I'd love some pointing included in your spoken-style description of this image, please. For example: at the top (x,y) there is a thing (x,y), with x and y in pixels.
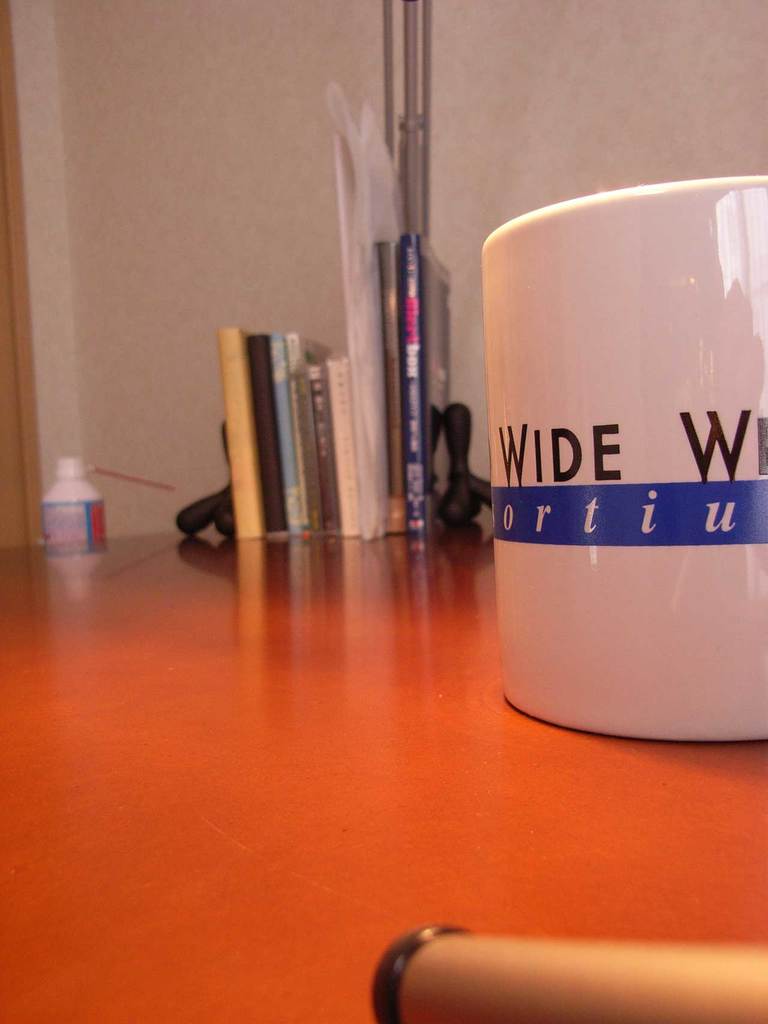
In this picture i could see a cup (543,499). On this cup (635,434) there is some text (604,434) and this cup (740,535) is on the table top (446,712). In the middle of the picture (359,417) i could see some books (397,430) on the table top (297,549) and there is a wall (492,98) in the background (508,76). There is a book holder (214,511) which are black in color to the sides of the book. The table (204,712) is red in color.
